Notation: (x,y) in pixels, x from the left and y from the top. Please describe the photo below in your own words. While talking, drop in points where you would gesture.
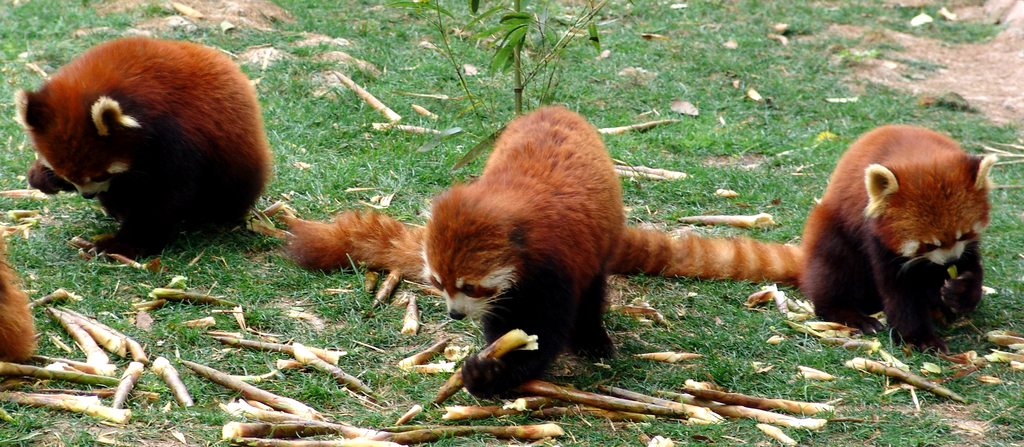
In this image we can see the animals (685,238) on the ground (777,101), there is a plant (515,84), grass (637,194) and some objects (723,216) on the ground (773,8).
